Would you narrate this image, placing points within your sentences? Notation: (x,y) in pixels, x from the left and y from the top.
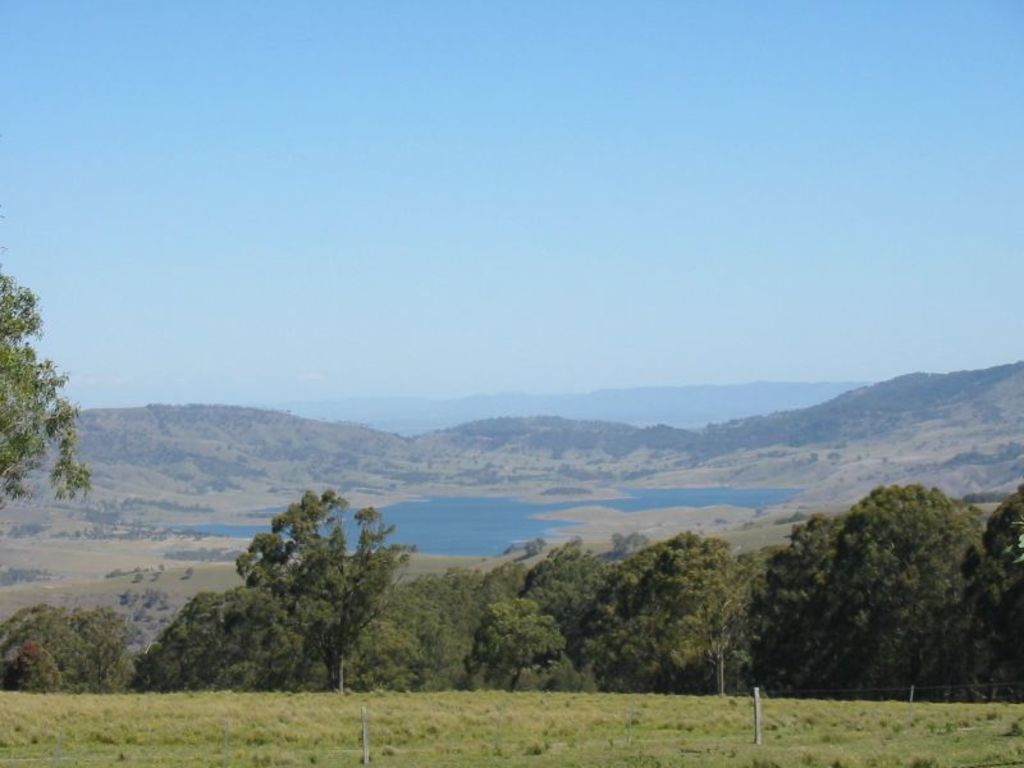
These are the trees (345,617). This looks like a grass (532,728). I can see the hills (575,416). I think these are the water (485,529). This is the sky (455,219).
